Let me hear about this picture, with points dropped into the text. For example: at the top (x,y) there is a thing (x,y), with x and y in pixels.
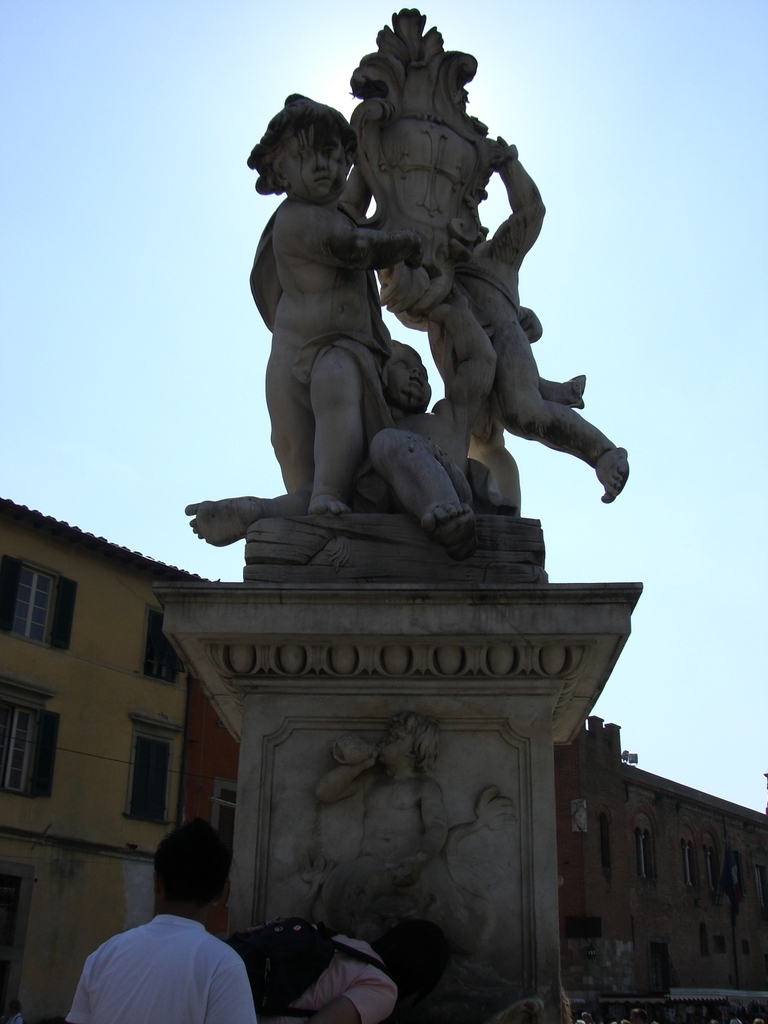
In this picture there is a statue (423,402) and there are two persons (234,1016) below it and there are buildings (88,761) in the background (565,841).
